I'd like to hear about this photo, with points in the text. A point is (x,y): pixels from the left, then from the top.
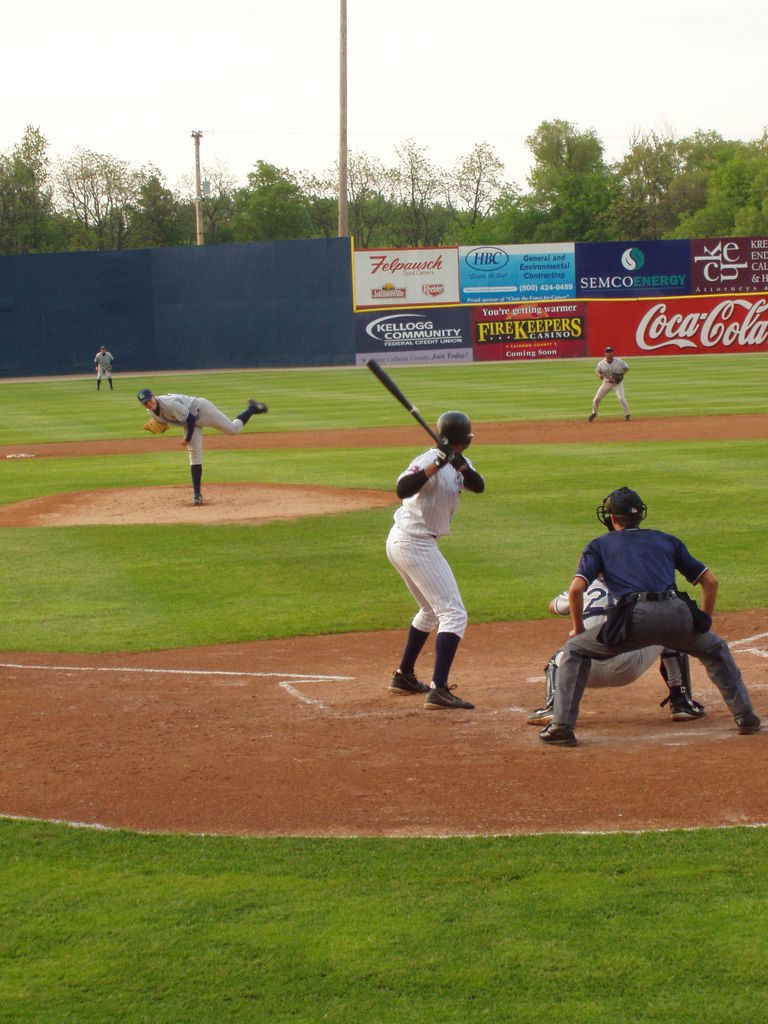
In the background (477,80) we can see the sky (419,67), pole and trees (426,201). In this picture we can see people (628,551) playing baseball game in the playground (435,406). Few (263,405) are fielding. We can see hoardings (599,303) and the blue wall (236,282).
